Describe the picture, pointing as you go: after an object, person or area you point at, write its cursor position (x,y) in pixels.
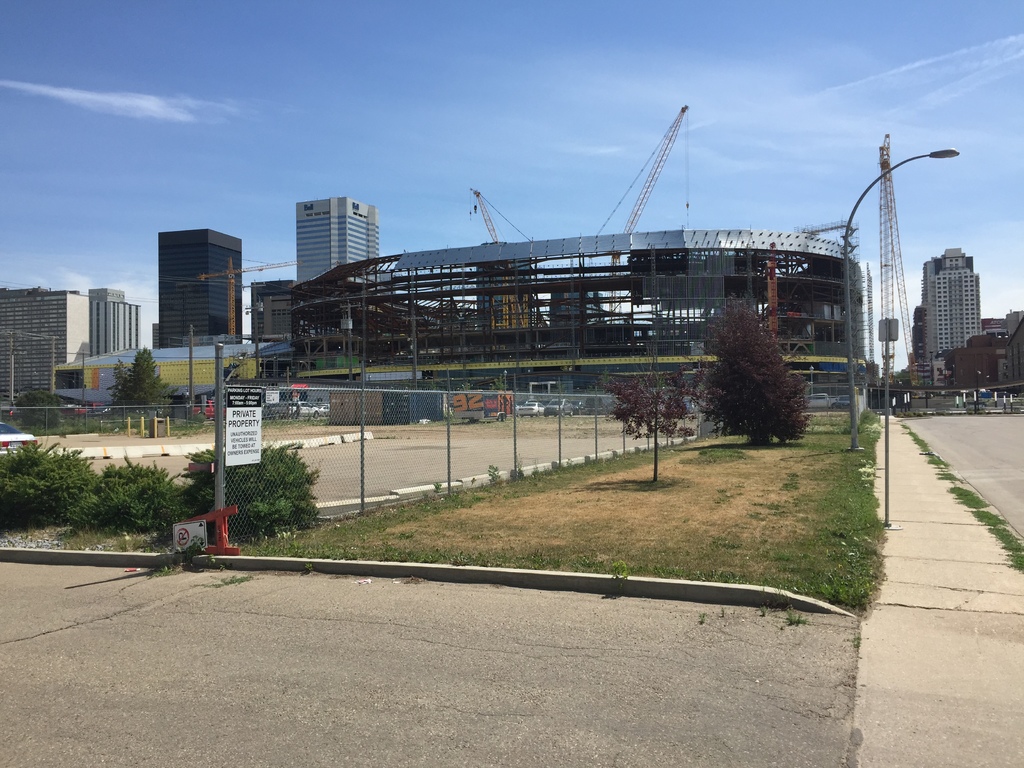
In this picture I can see green grass (696,533). I can see walk way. I can see the metal grill fence (484,424). I can see the vehicles (484,411) in the parking space (533,419). I can see construction building (432,382). I can see tower buildings (186,262) on the right side (954,288) and left side (171,283). I can see trees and plants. I can see tower cranes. I can see clouds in the sky (520,147). I can see the road (476,648).
